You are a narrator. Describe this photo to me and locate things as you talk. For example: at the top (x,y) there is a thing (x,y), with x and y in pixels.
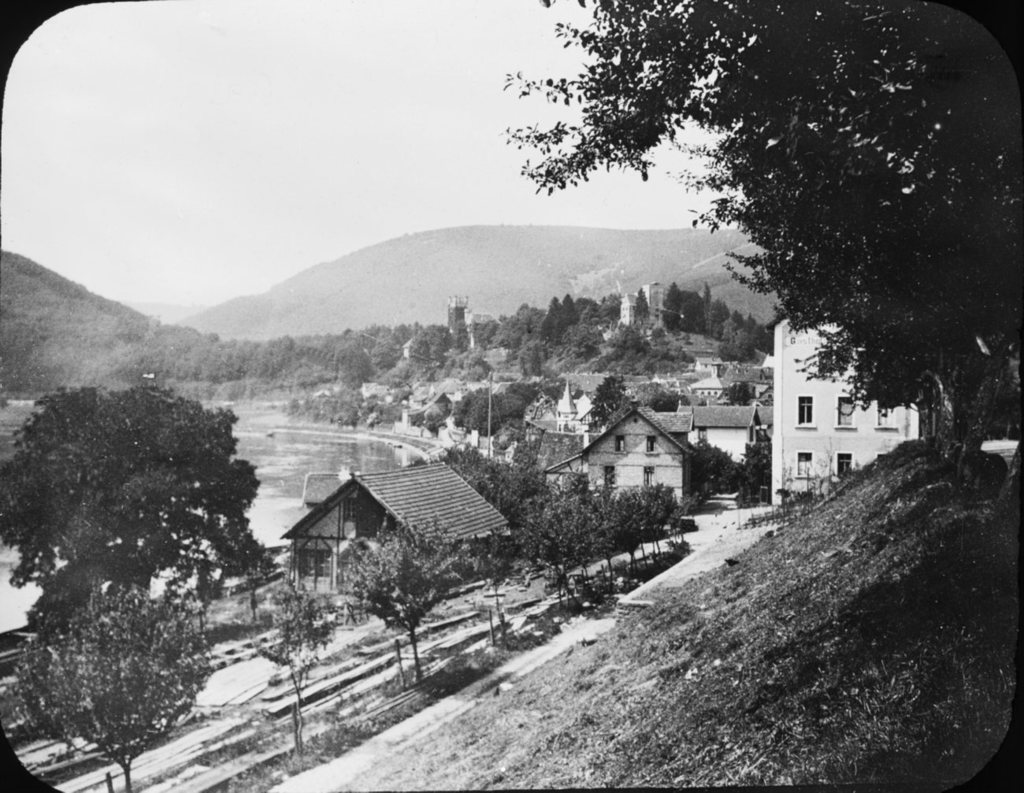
This is a black and white picture. Here we can see trees (443,565), houses (397,483), water (266,468), and mountain (528,273). In the background (532,221) there is sky (336,133).
